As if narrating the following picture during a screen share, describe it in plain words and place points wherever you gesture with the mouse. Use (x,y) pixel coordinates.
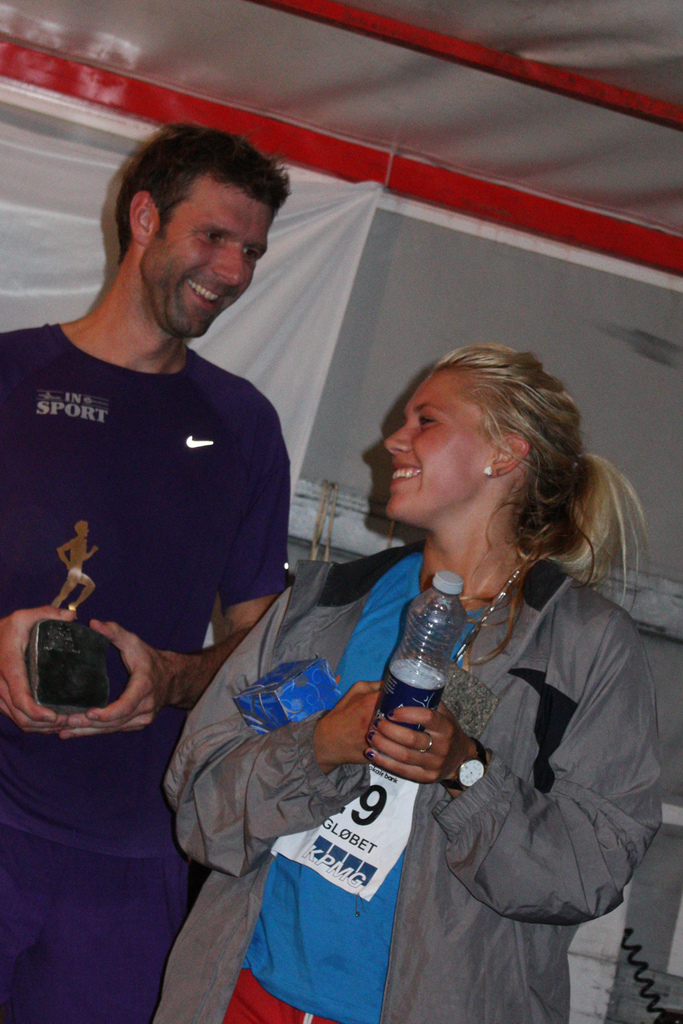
In this image there are two persons (359,765). The woman (398,719) is holding a bottle (410,683) and wearing a ash jacket (493,833) and she is smiling and the men (104,734) is holding something with a smile on his face (230,212). At the background (326,269) there is cloth (316,280).
